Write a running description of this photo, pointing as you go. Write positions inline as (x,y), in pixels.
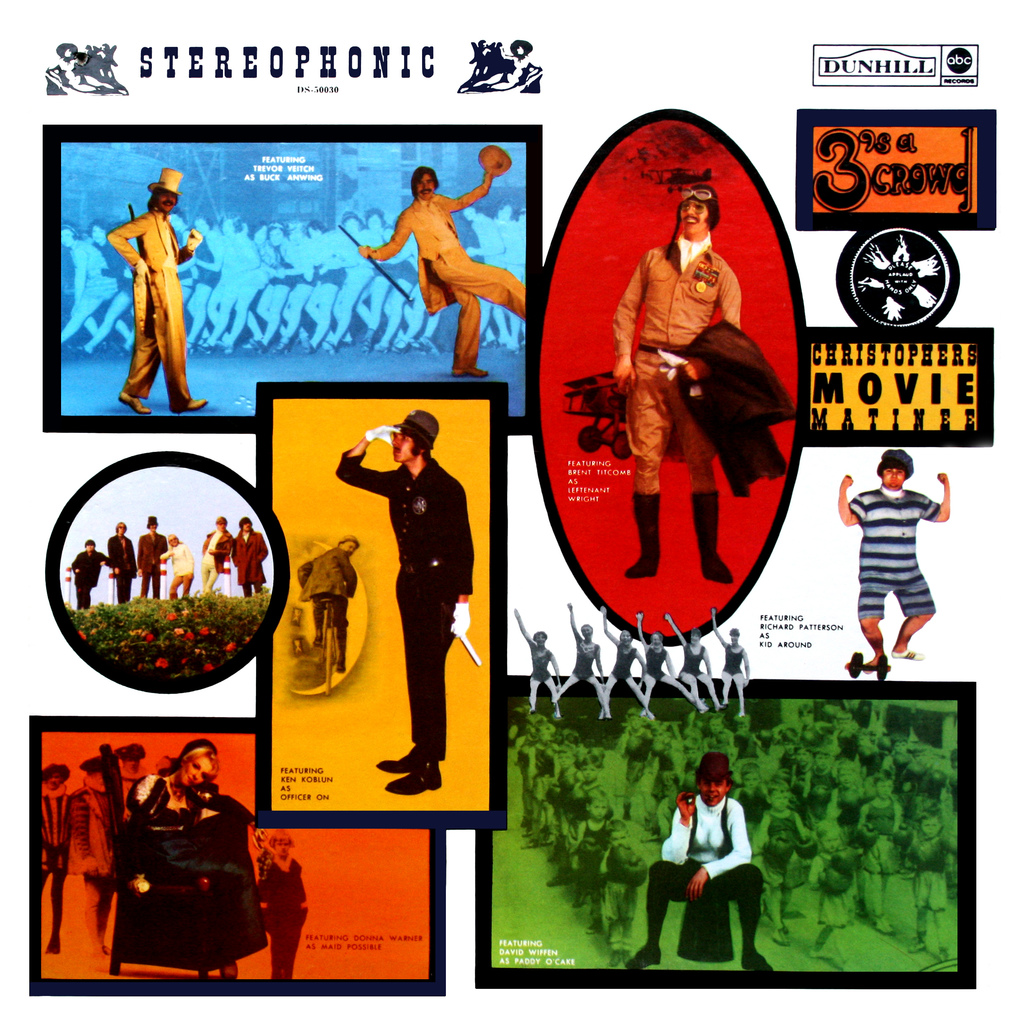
We can see posters (706,517), in these posters (706,517) we can see persons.
